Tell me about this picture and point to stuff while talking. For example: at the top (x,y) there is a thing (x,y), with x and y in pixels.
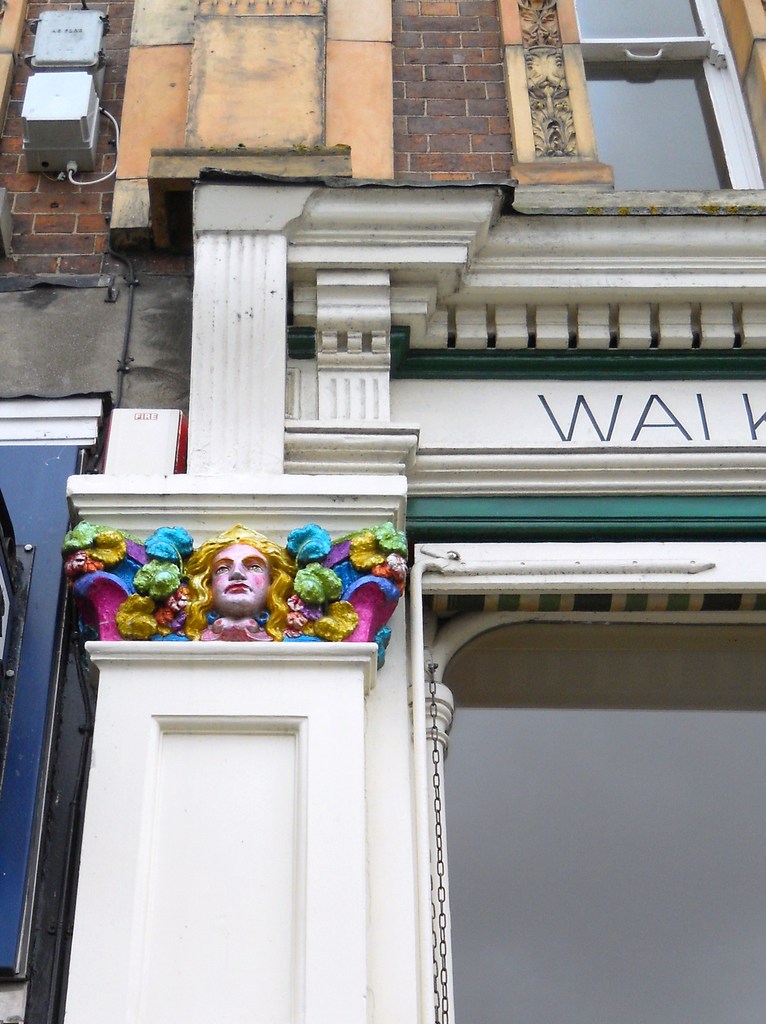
In this image there is the wall (303,166) truncated towards the top of the image (482,85), there are windows (648,92) truncated towards the top of the image (662,122), there is a pillar (225,875) truncated towards the bottom of the image (206,854), there is a sculpture (240,584) on the pillar (249,584), there are objects (91,139) on the wall (132,187), there is a window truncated towards the left of the image (27,472), there is text (639,416) on the wall (599,439), there are pipes (413,707) truncated towards the bottom of the image (86,733), there is a chain (445,916) truncated towards the bottom of the image (443,940).
